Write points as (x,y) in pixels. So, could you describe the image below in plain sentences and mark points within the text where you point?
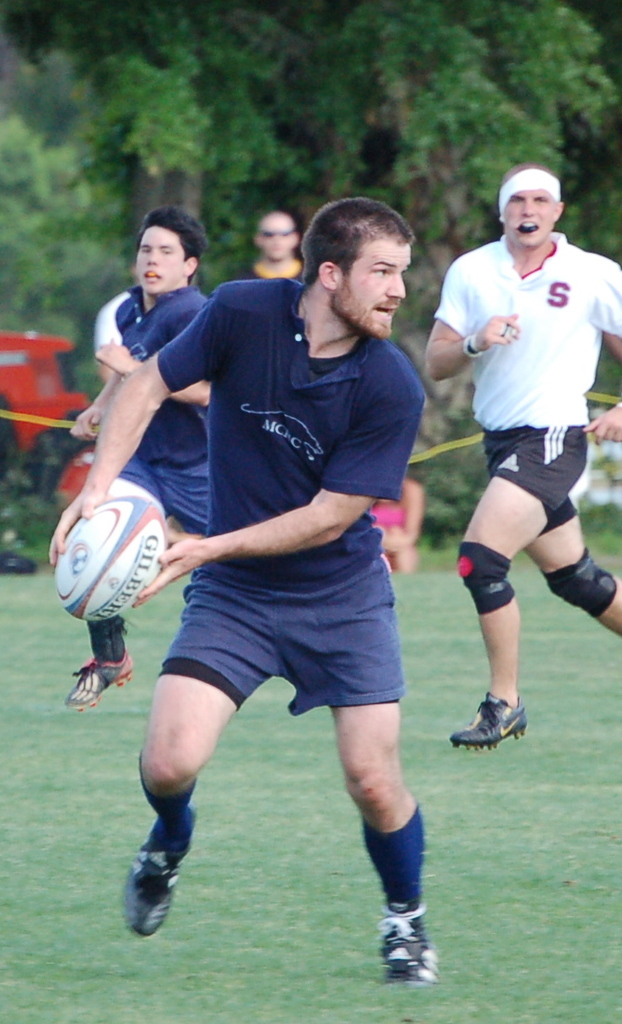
in this image i can a man (327,600) running holding a ball (96,529) in his hand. behind him there are more people (555,360) running on the grass (558,783). at the back (150,141) there are many trees (225,117).
